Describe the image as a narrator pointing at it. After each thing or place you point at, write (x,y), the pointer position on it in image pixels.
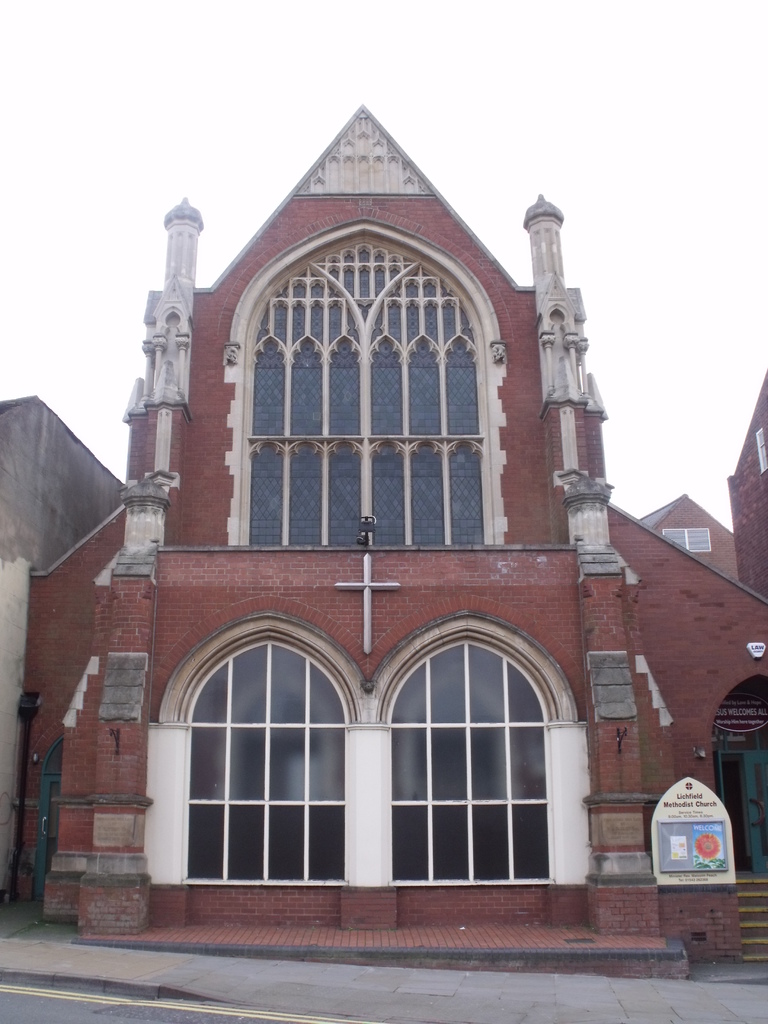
In this image we can see building (599,580) with windows (437,544), towers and a cross (367,624). To the right side (690,819), we can see a board (701,826) with some text (696,829) and pictures (707,839) on it and a staircase (762,906). In the background (533,157) we can see the sky (432,80).
